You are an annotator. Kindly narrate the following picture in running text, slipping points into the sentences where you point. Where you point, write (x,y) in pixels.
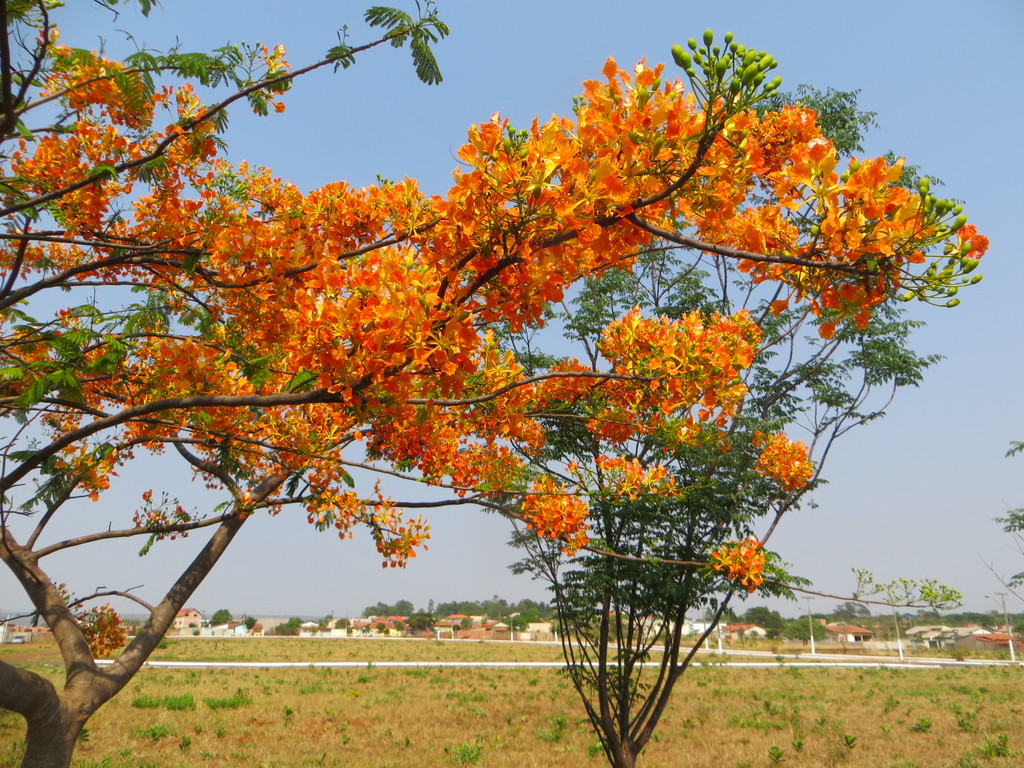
In this image I can able to see grass (306,705), buildings (502,627), trees (483,393), flowers (552,296), poles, and in the background (775,502) there is sky (478,590).
